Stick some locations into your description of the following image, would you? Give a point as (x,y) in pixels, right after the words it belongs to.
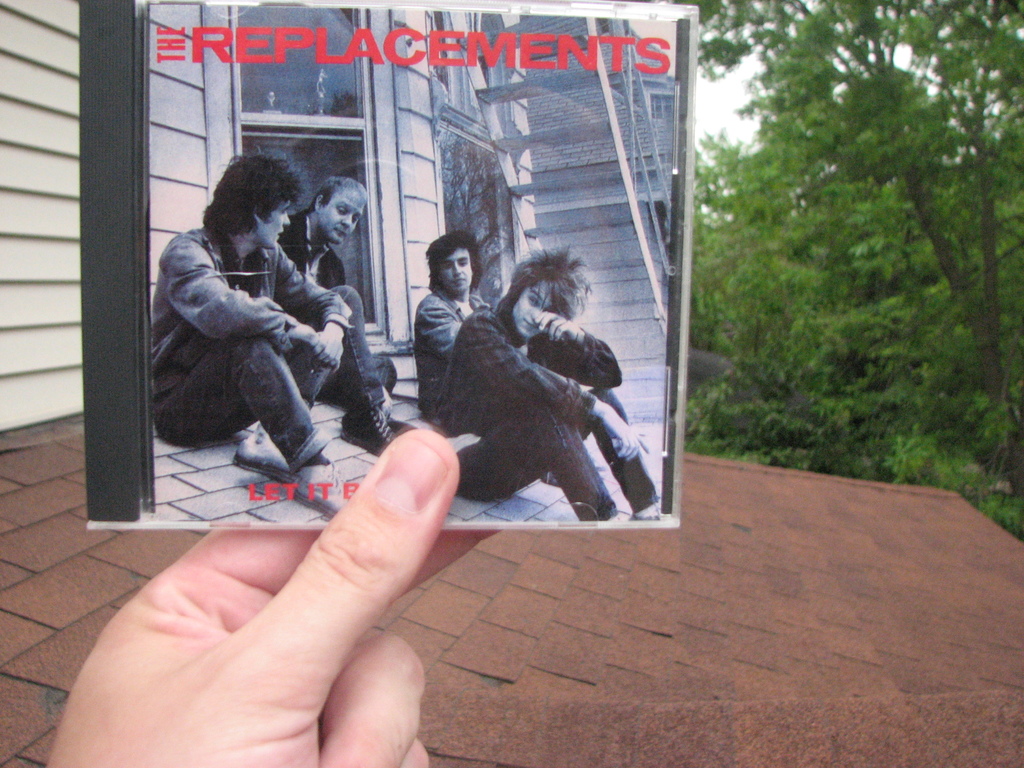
In this image in the front (275,660) there is a hand (286,662) of the person (303,644) holding an object (358,364) with some text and images (339,271) of the person (477,334) sitting on it. In the background (809,216) there are trees (847,273) and on the left side (38,214) there is an object (31,219) which is cream in colour.
